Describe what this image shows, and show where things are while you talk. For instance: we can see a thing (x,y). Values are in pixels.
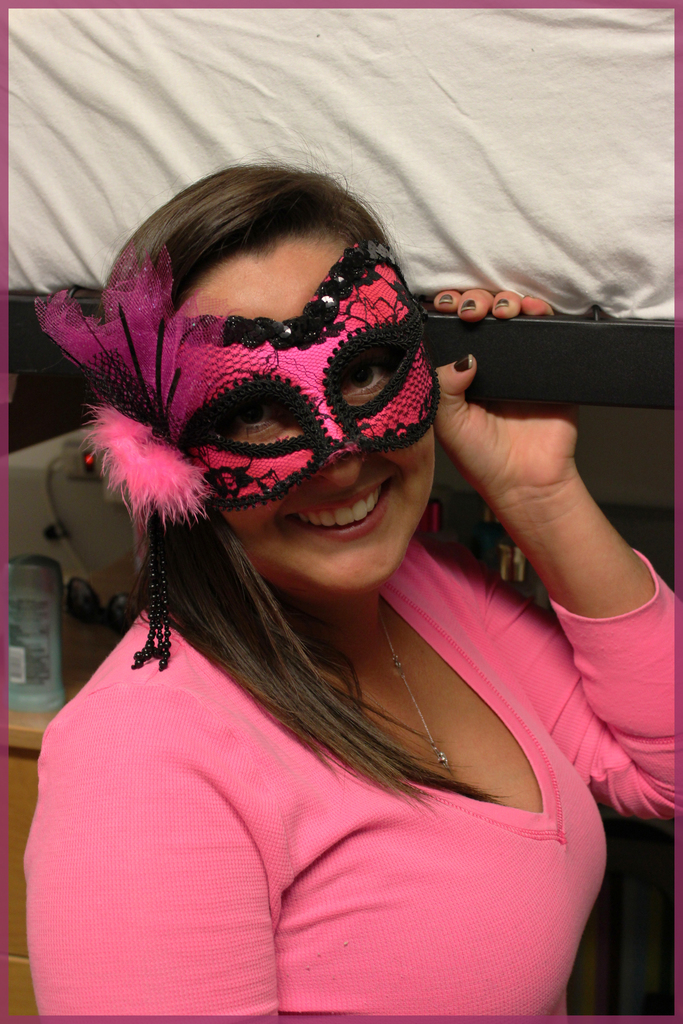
In this image we can see a woman (245,736) wearing a mask (239,387) and holding an object (491,348), behind her we can see a bottle (26,693), machine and some other objects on the table (11,718), also we can see a white color cloth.
